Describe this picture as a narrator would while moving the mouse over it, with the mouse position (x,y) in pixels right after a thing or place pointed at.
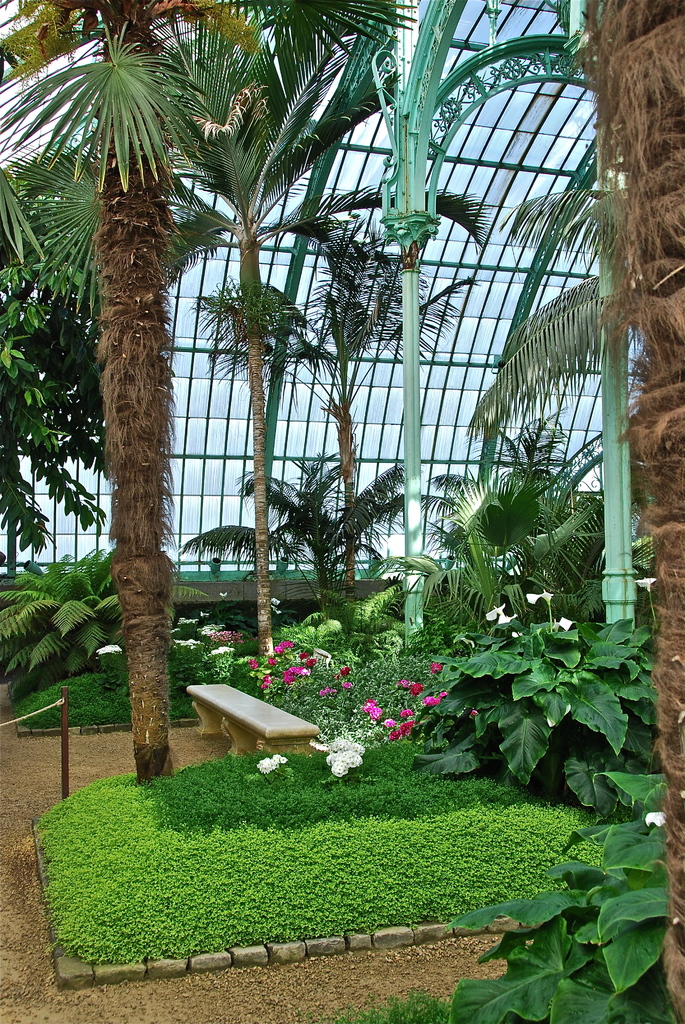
In this image we can see trees (139,552), plants (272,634) with flowers (293,679), plants (180,650) are on the ground (182,744) under a glass roof (22,24) and we can see the poles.
